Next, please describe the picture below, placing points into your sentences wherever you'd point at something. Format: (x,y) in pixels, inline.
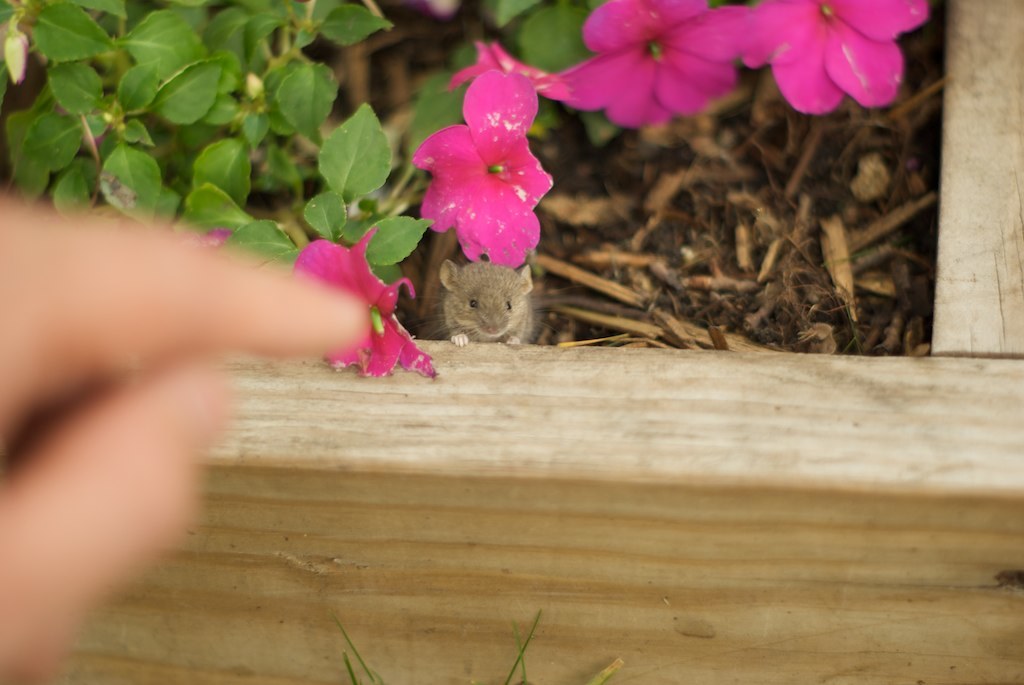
In this picture we can see a person's fingers (89,539) and in the background (492,527) we can see a wooden object (655,533), mouse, plants (885,45) with flowers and wooden sticks (791,291).
